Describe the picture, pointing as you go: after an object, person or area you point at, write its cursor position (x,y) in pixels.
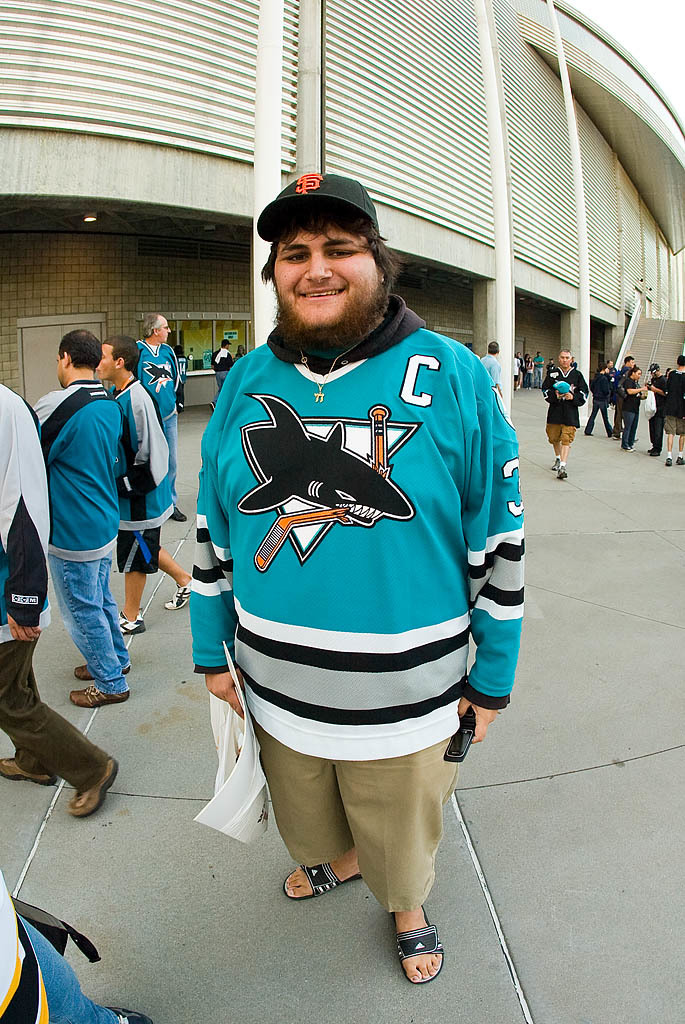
In the foreground of the picture (336,429) there is a person (329,492) standing. On the left (88,481) we can see people (97,413) walking. On the right (618,393) there are people (605,391). In the middle of the picture (230,357) we can see people (215,366) walking. In the background (379,189) there is a building (301,134). At the top right corner (636,45) we can see sky (645,47).
